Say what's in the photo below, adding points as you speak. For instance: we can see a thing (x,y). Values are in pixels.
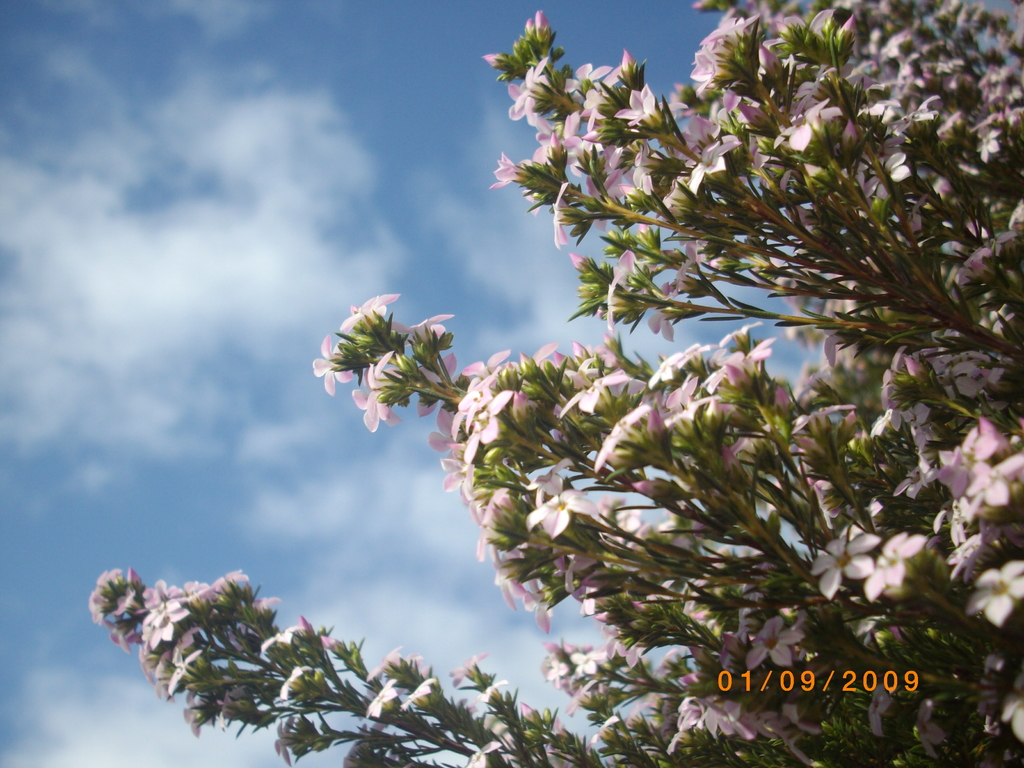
Here we can see plants (402,395) with flowers (653,721). In the background (432,543) there is sky (277,302) with clouds (300,531).
